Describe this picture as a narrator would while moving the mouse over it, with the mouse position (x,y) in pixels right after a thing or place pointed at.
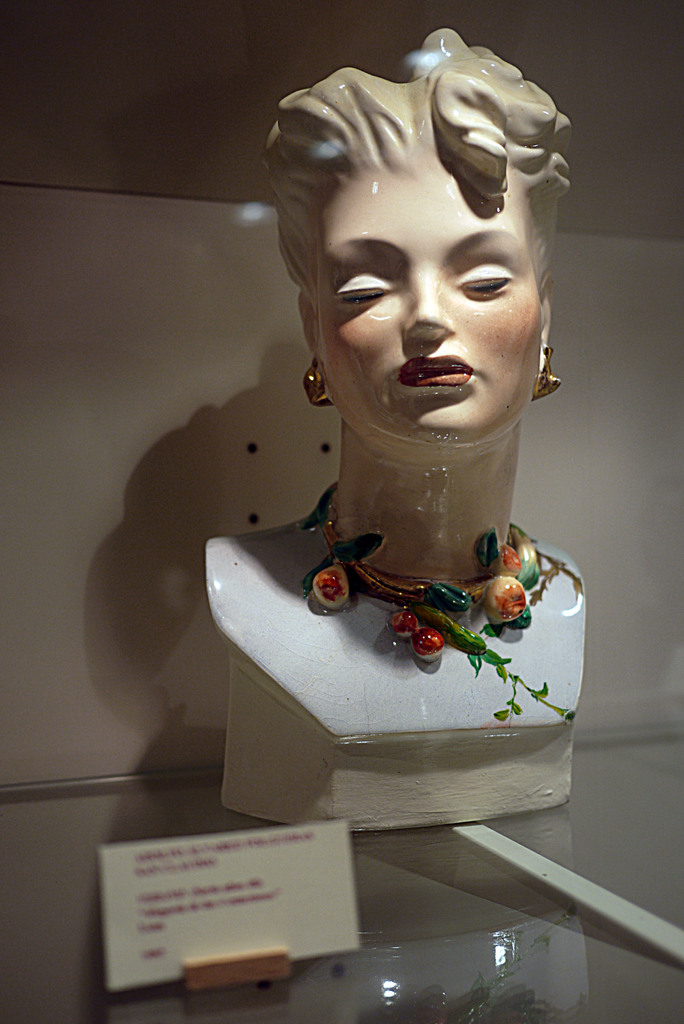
In the center of the image (389,379) we can see decor (479,492) and board (301,896) are present on the glass surface (479,886). In the background of the image (51,561) we can see the wall (646,328).
